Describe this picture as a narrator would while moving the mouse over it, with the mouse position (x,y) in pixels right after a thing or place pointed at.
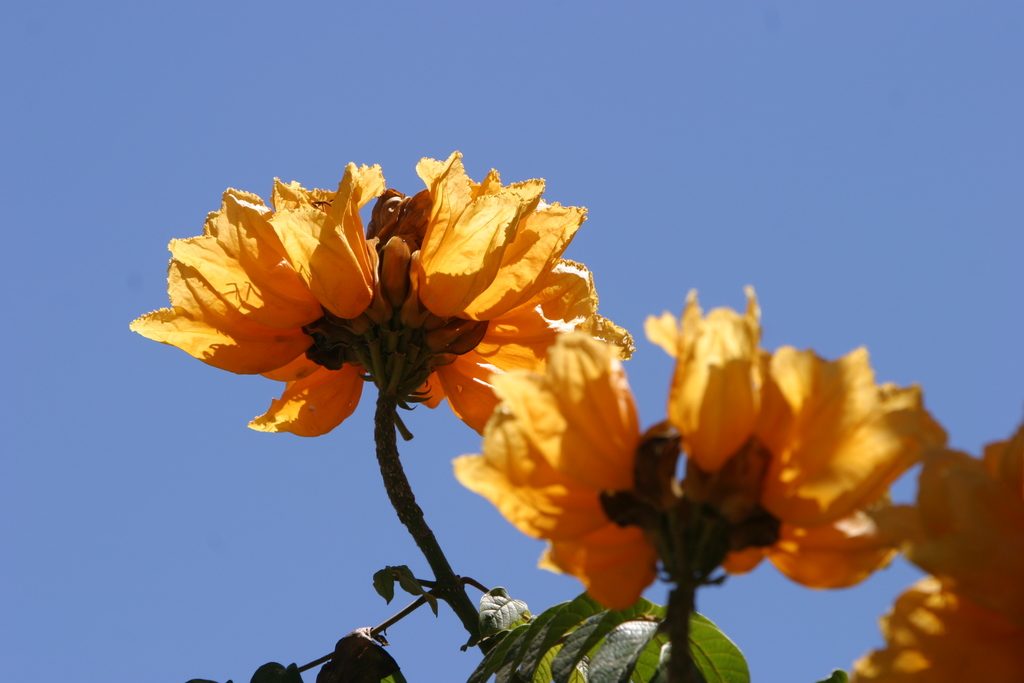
In the image we can see flowers (328,413), pale orange in color, leaves (564,641) and the sky (136,220).
